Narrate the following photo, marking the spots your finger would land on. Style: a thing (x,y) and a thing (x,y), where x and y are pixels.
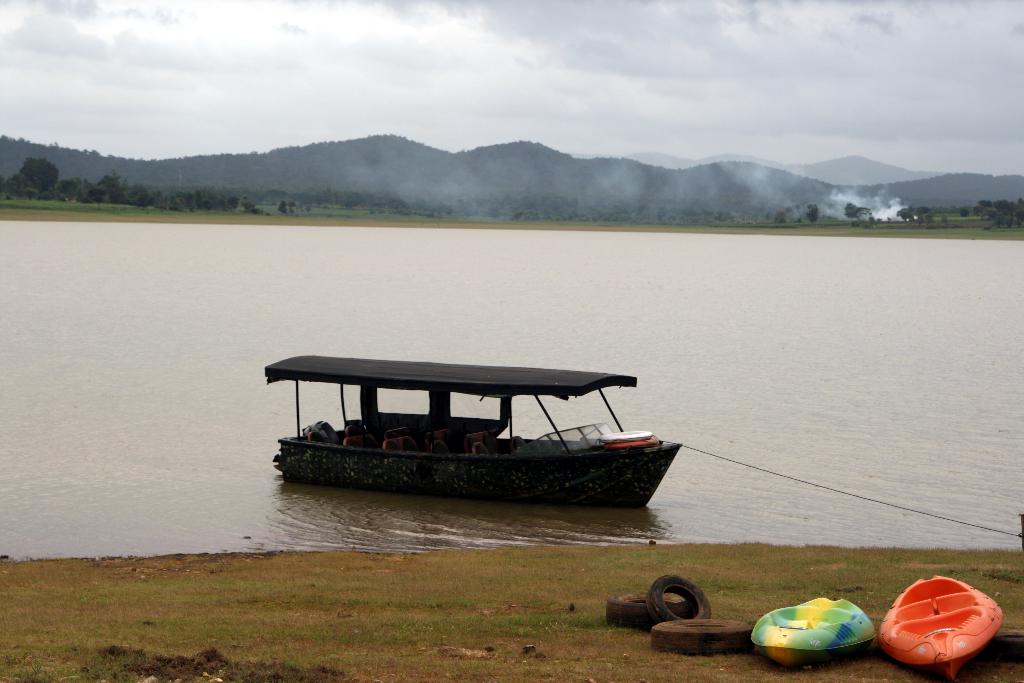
In this image we can see boats (850,646) and tires (665,589) on the grass (634,644). There is a boat (379,446) on the water (633,415). In the background (79,186) we can see trees (87,194), mountains (619,178), smoke (828,204), and sky (583,65) with clouds (920,75).
